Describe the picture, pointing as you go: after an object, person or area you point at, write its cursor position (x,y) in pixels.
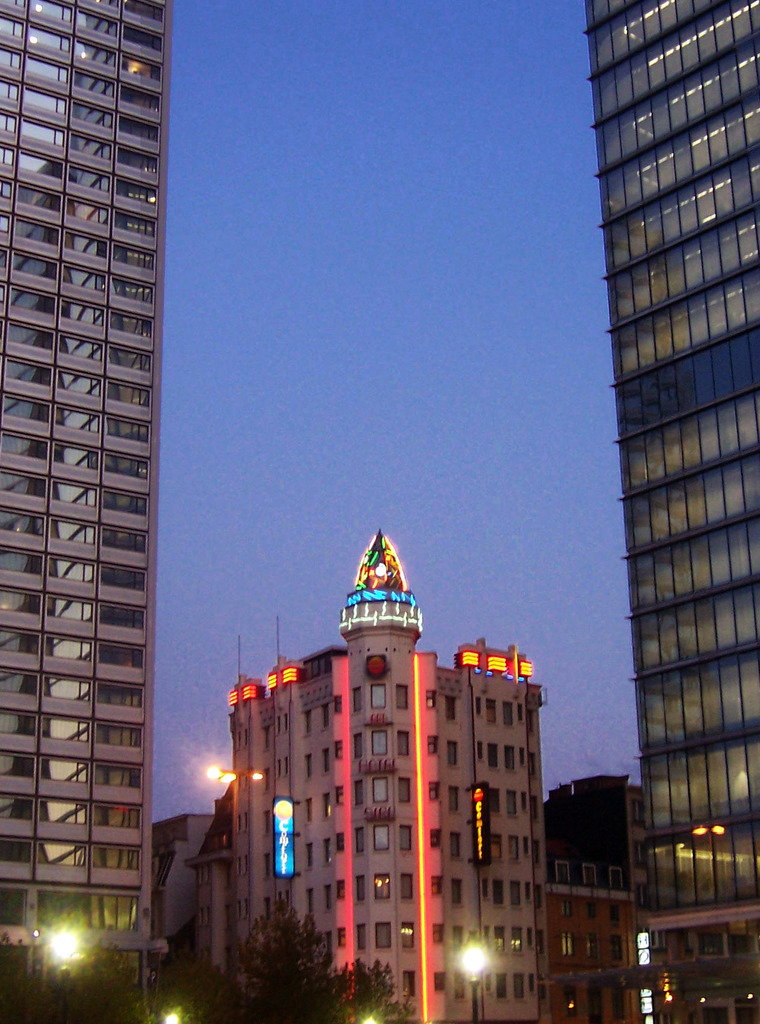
In the picture I can see a tower building (30,395) on the left side (140,176) and the right side (740,549) as well. I can see a building (442,890) in the middle of the picture (469,673). I can see the trees (70,976) and light poles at the bottom of the image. I can see the blue sky (437,352).
